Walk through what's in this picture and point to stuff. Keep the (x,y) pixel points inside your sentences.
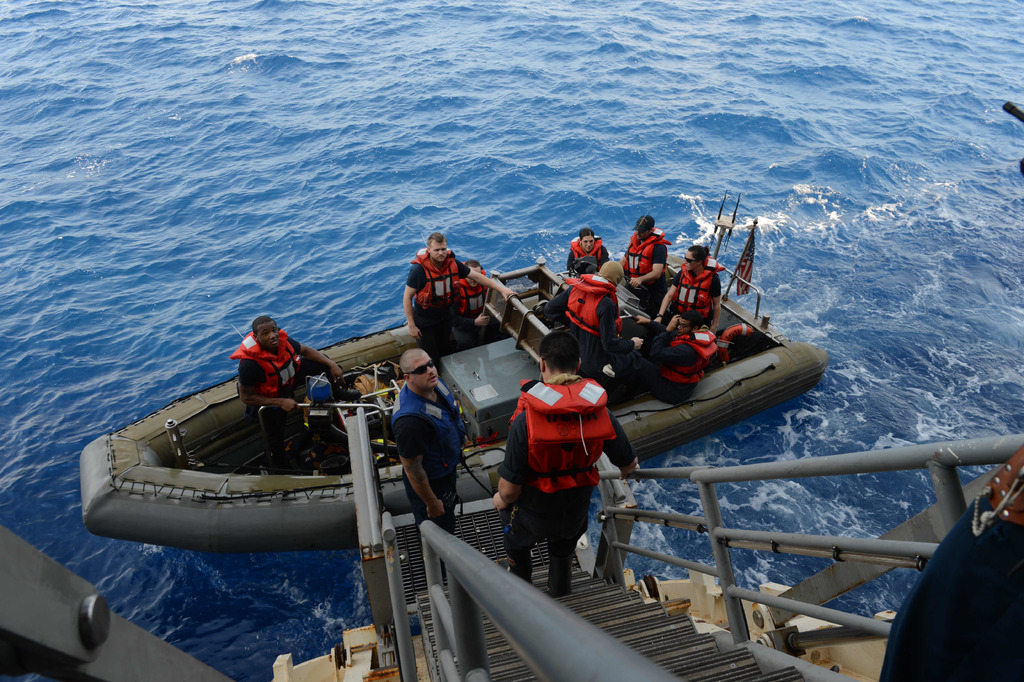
In this image I can see a group of people (466,315) in the boat (508,273), three persons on the steps (585,597), metal rods (649,674) and water (577,33). This image is taken may be in the ocean (659,486).
